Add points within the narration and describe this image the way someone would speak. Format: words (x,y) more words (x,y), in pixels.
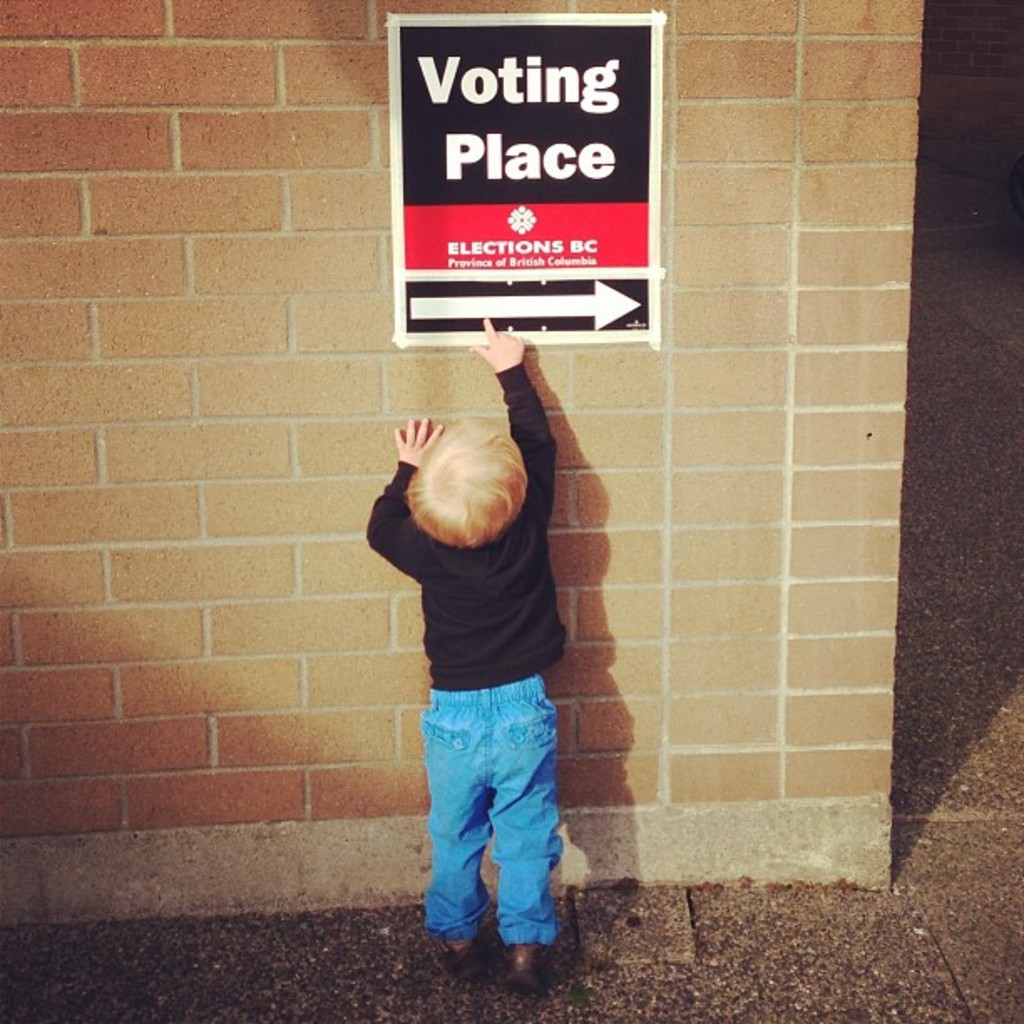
In the image there is a kid (490,707) standing in front of the wall (710,236) and there is a voting poster (498,155) attached to the wall (196,142).
